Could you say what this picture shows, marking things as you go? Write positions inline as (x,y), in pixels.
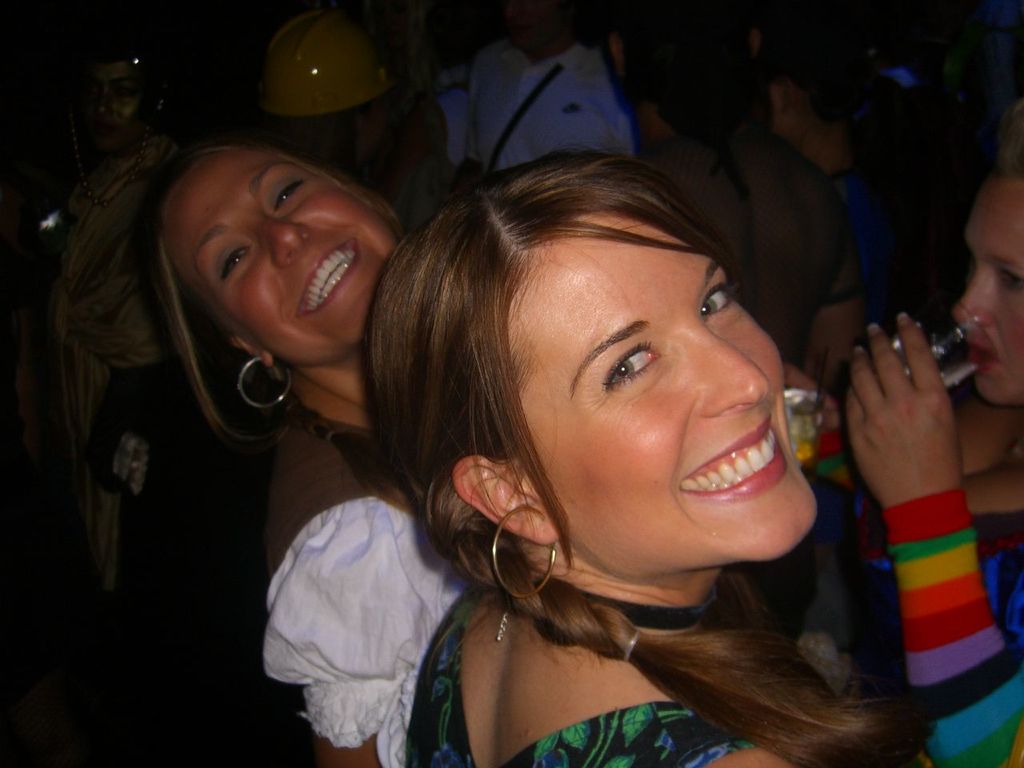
In the middle of the image (585,324) two women (620,371) are standing and smiling. In front of them a woman (1017,217) is standing and drinking. Beside them few people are standing.
